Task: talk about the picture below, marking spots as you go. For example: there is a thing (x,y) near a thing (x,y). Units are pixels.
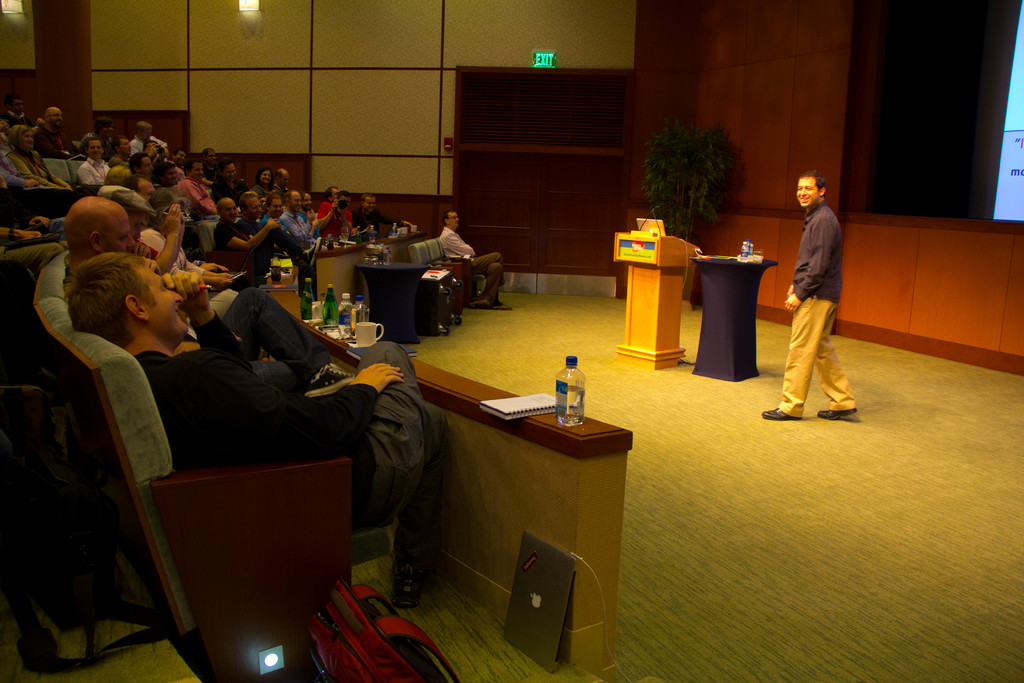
In this image there are group of people (248,394) sitting in chair (191,504), and in table (540,478) there is cup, bottle (349,312), book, on floor (441,563) laptop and the background (805,229) there plant (712,149), screen (1019,215), man (815,220) standing near podium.
